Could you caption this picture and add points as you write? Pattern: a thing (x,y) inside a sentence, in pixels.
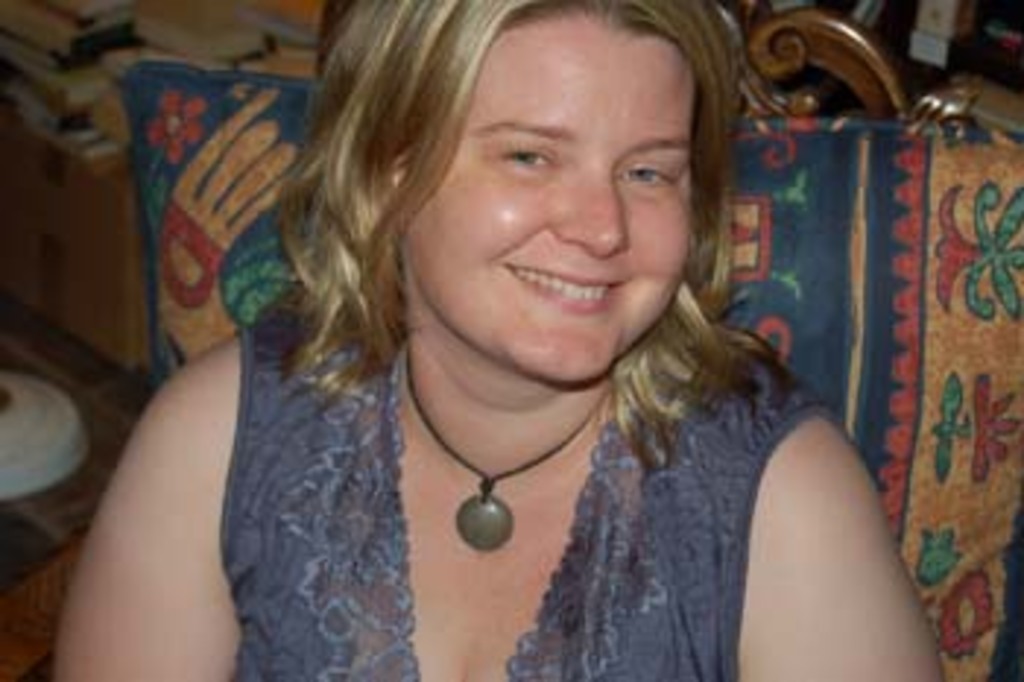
In the image we can see a woman (691,535) wearing clothes (687,527), neck chain (496,510) and she is smiling. Behind her there are many other objects (205,157). This is a floor (122,394) and books (42,78).
